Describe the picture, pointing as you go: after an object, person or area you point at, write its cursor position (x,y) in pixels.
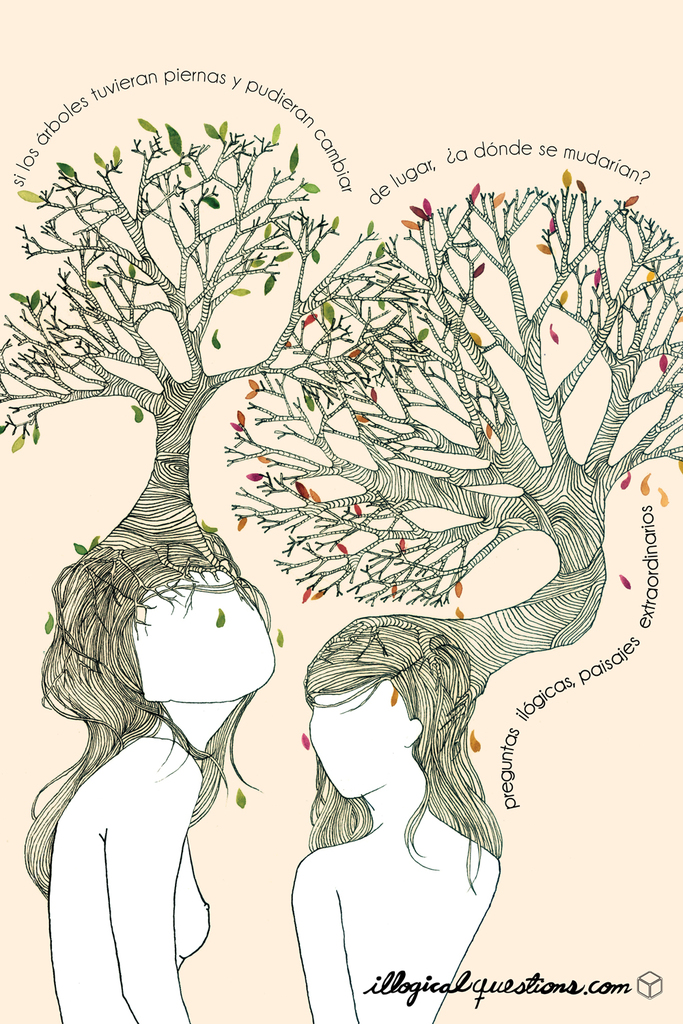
In this image I can see two persons (335,874), text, trees (402,371) and cream color background (552,959). This image looks like an edited photo.
